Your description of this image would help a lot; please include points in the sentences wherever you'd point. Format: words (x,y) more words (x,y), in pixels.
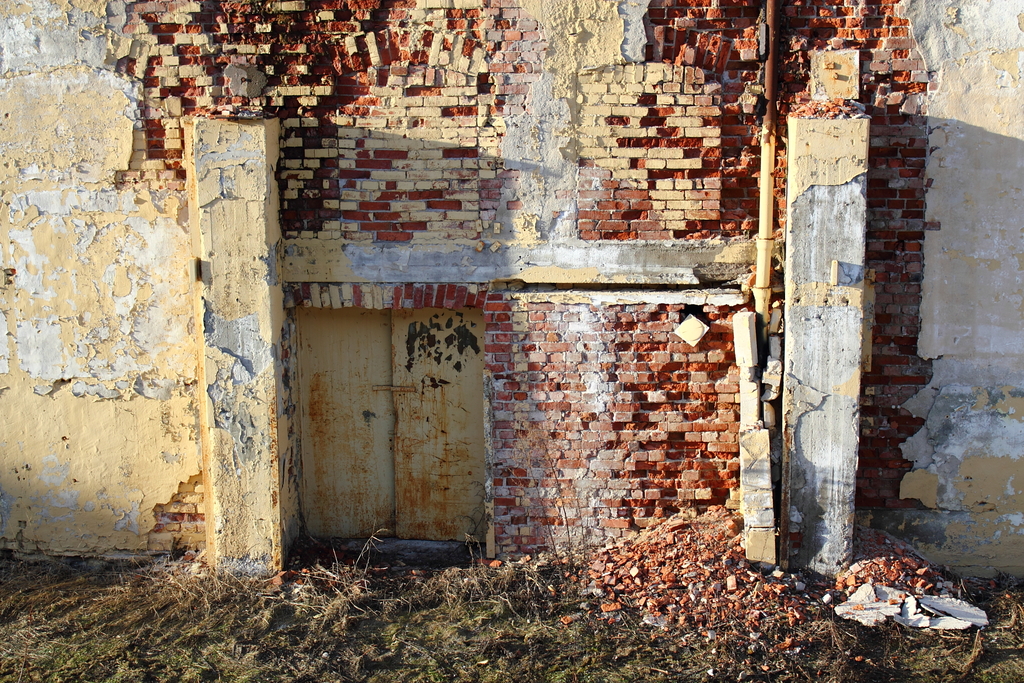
In the background (492,145) we can see the wall (492,145) and a pipe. At the bottom portion of the picture (750,679) we can see the ground (962,658) and its messy.
